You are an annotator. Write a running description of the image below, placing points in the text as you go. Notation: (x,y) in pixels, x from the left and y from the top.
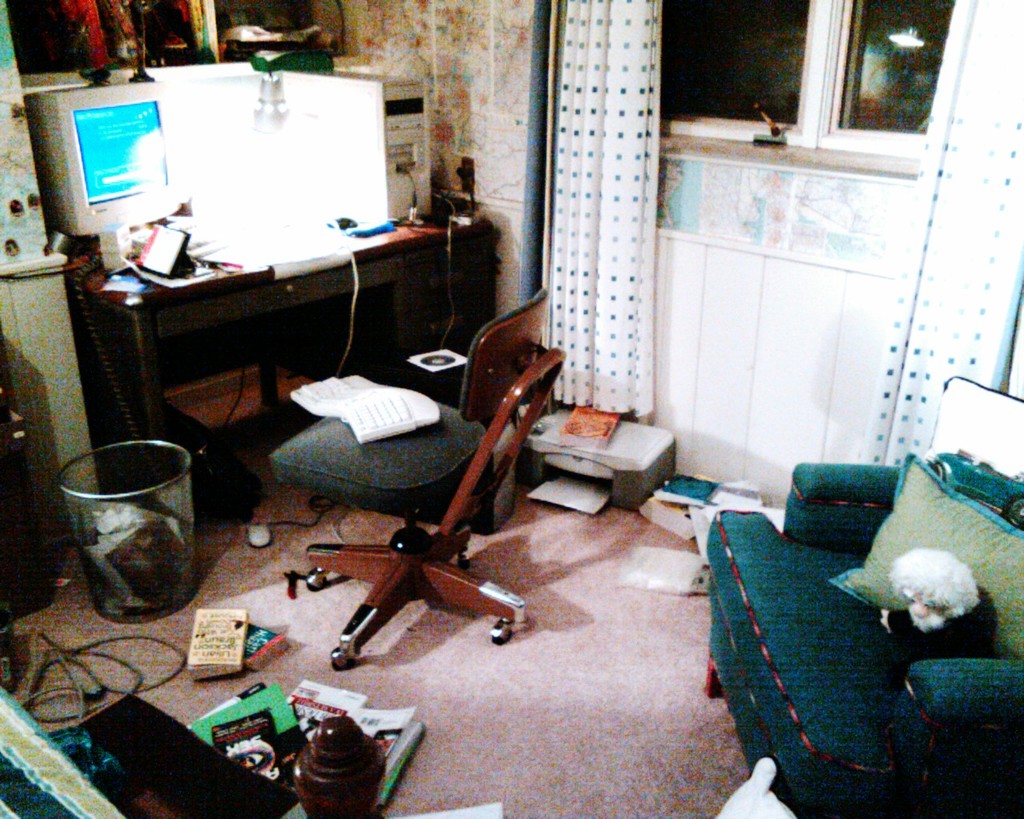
In this image we can see the inner view of a room (453,232) and there is a chair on the right side of the image (842,478) and we can see a table (441,235) with desktop computer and some other objects (223,239) and we can see a chair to the side. There is a dustbin (180,513), books (218,636) and some other objects (109,639) on the floor (571,612) and we can see a window (804,41) with curtains (935,213) and there are some other objects (932,636) in the room (724,147).
